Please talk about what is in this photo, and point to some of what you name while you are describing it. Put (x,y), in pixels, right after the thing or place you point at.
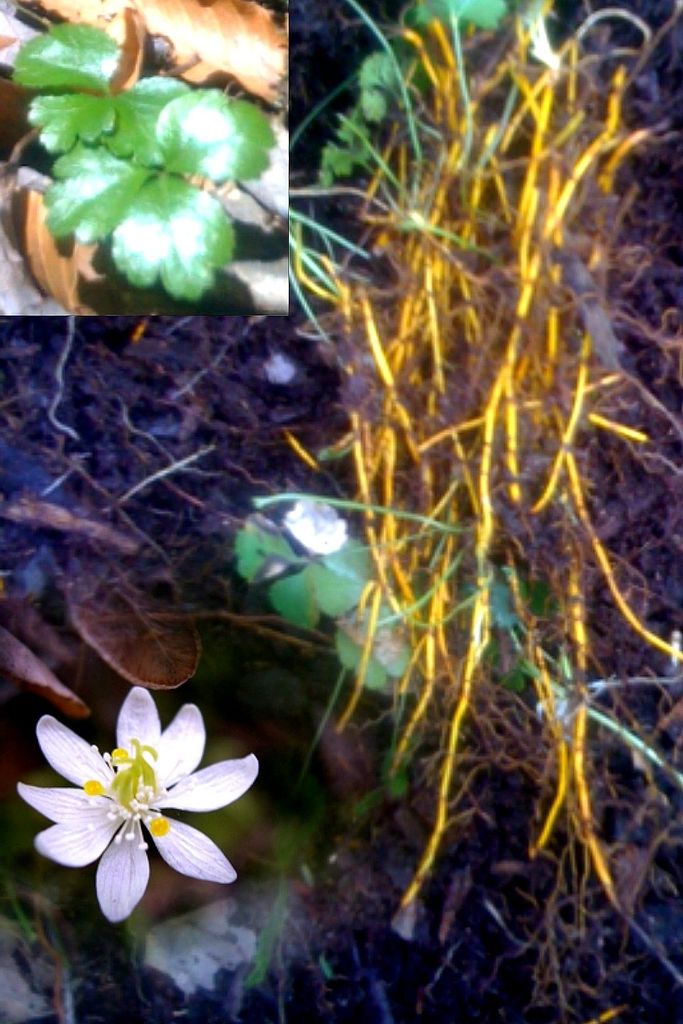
This picture shows a flower (40,795) on the soil (221,696) and we see a small plant (111,193) and grass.
